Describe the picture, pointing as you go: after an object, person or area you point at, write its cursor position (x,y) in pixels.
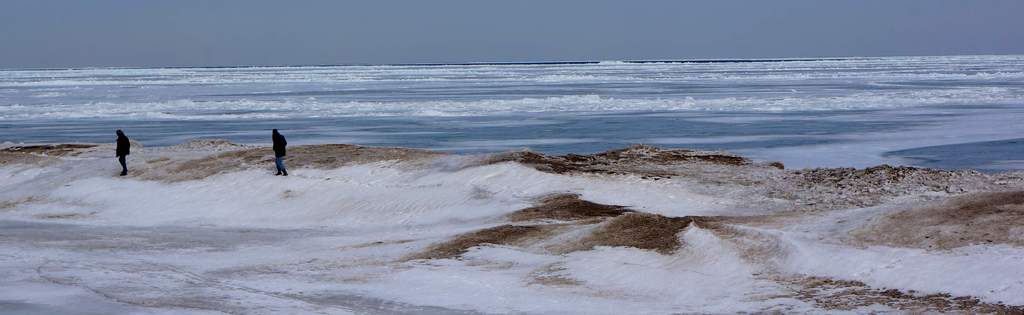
In this image, we can see two persons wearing clothes (124,148) and standing on the beach (318,159). There is a sky (488,48) at the top of the image (461,20).
